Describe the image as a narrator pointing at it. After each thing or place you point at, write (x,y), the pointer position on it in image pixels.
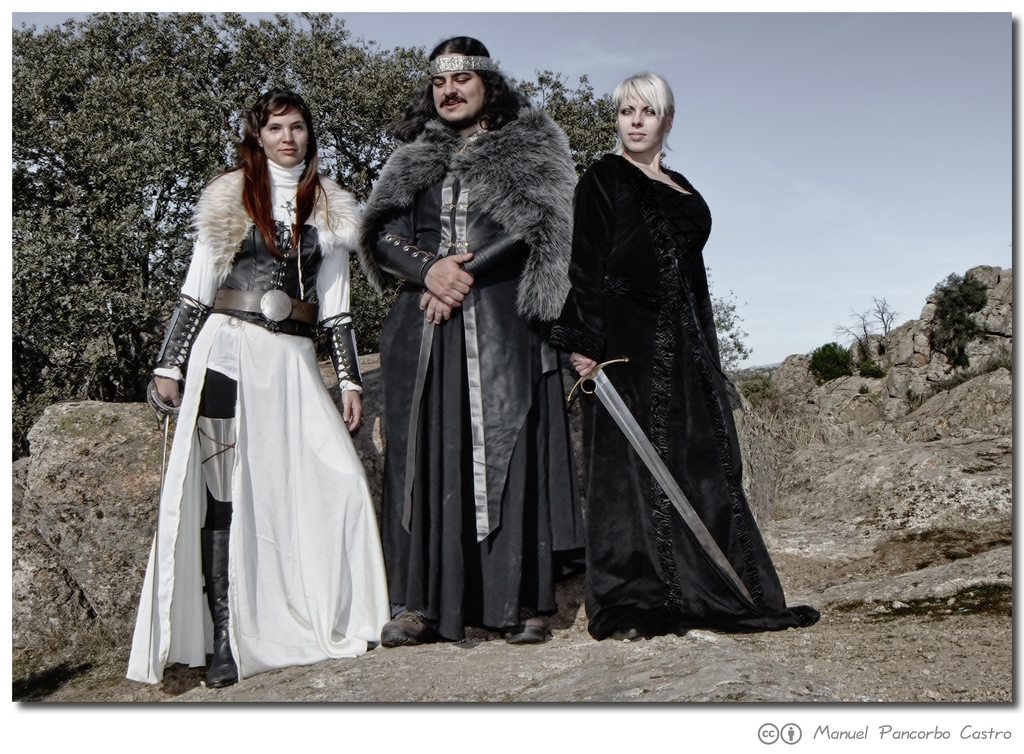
In this picture we can see three persons (516,158) the middle one is the man (425,104) and beside to him both are woman (223,276). This three persons (273,321) were wearing some costumes (533,273) and two women (282,305) are holding sword (627,424) and fence stick (165,426) in their hand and in the background (160,150) we can see trees (340,55), sky (836,52), rocks (904,343) where these three persons (673,407) are standing on that rock (911,439).
